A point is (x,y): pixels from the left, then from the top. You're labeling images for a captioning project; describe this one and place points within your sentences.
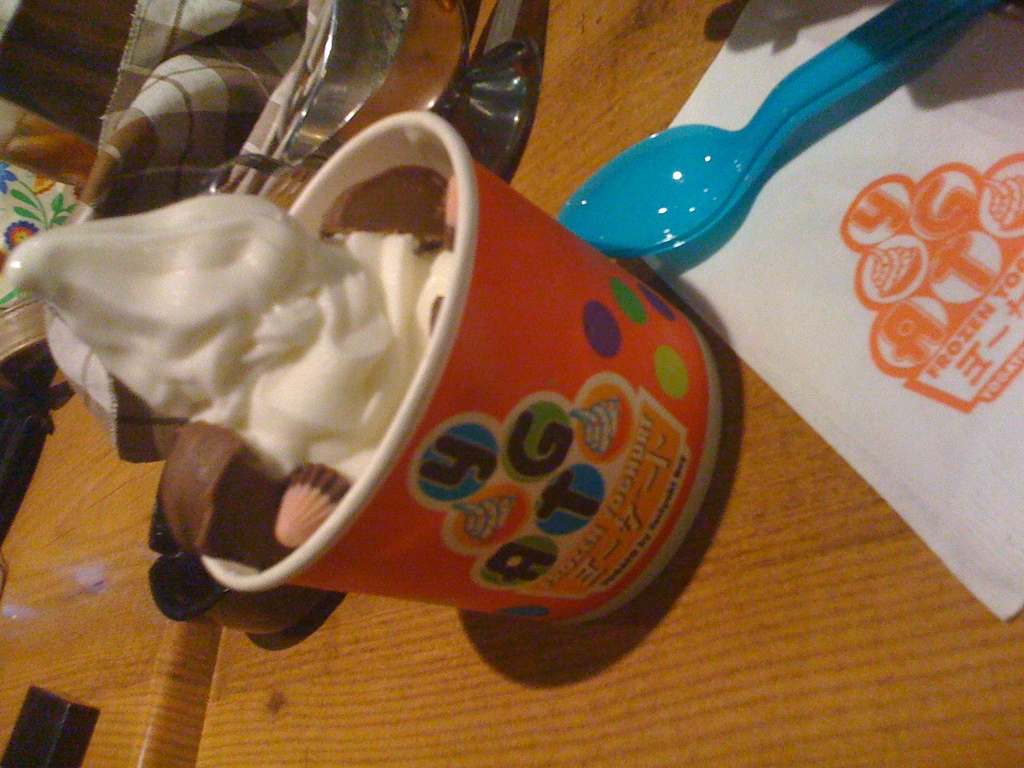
This image consists of a table (900,546), tissues (916,376), spoon (669,241), a bowl (550,346) and ice cream (251,434) in it. There is a cloth (189,93) at the top (204,82).
